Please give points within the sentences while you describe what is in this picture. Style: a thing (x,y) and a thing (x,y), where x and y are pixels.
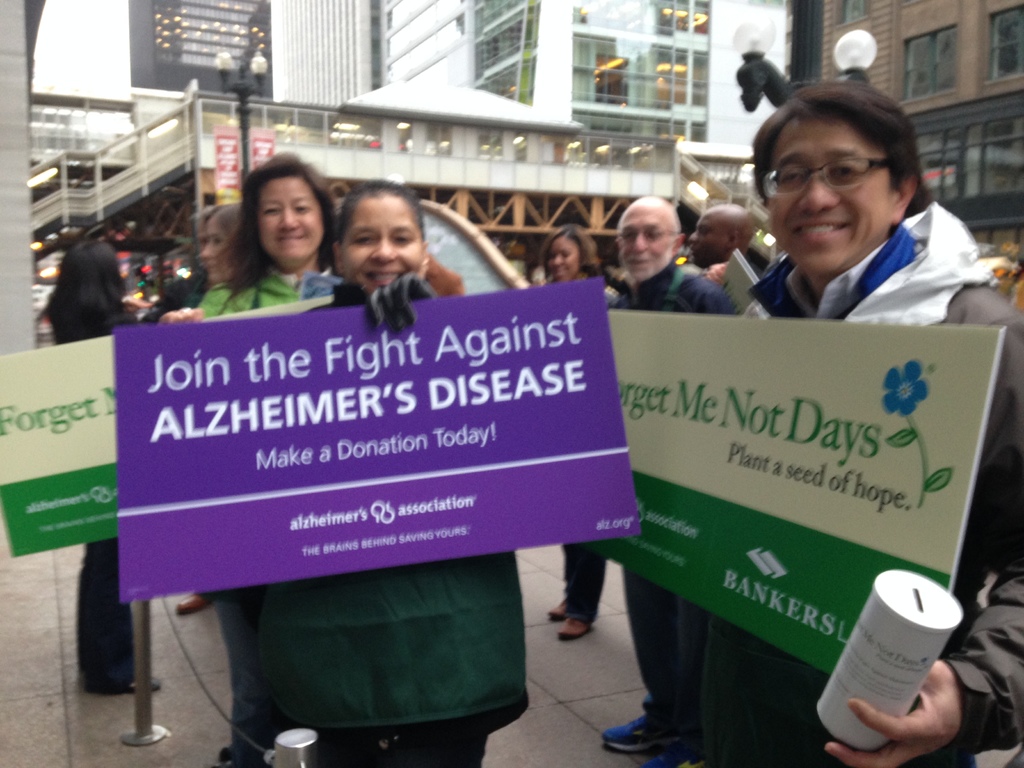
In this image we can see a few people (484,572) standing and holding some board (424,442) on their hands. In the background of the image (524,119) there are few buildings (924,63).
